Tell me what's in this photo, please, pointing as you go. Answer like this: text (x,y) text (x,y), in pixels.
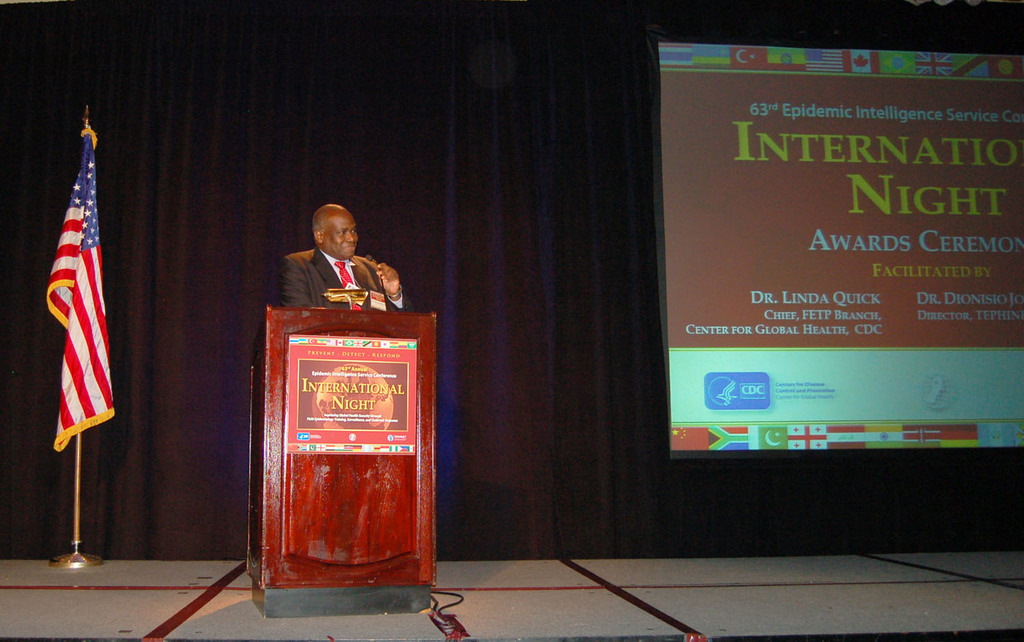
In this image there is a person (348,282) standing behind the dais (378,328), holding a mic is delivering a speech, to the left of the person (306,283) there is an American flag (81,298), to the right of the person (377,289) there is a display screen (699,260).
